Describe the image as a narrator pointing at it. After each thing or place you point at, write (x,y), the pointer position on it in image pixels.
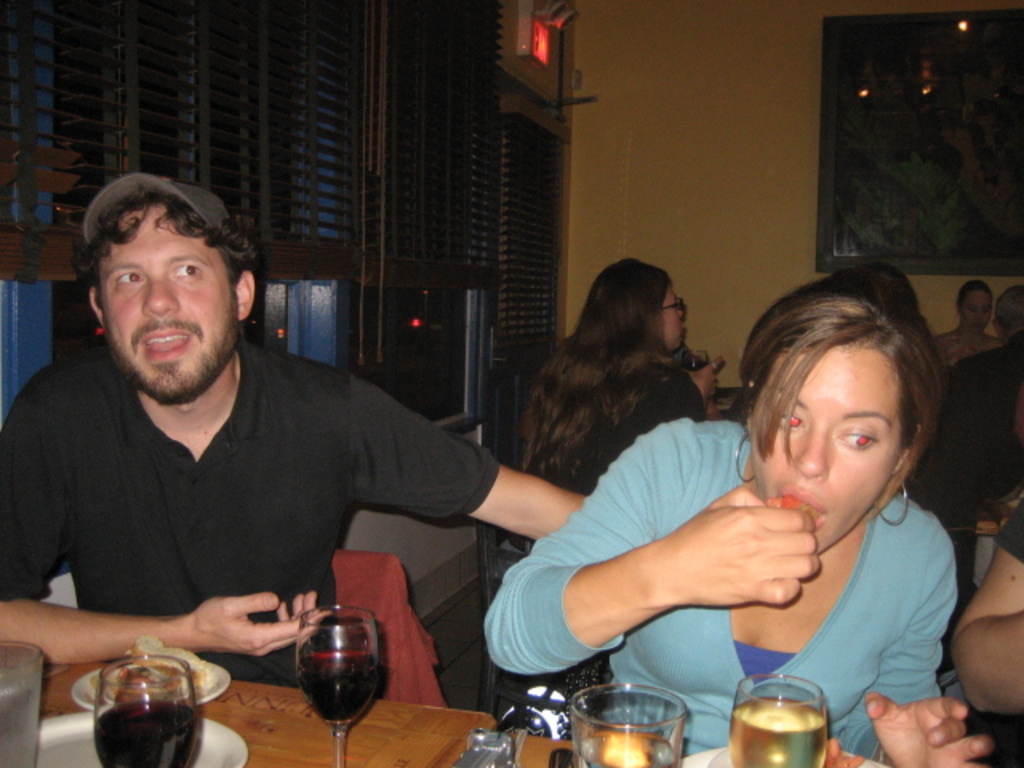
In the image in the center (443,474) we can see two people (683,508) were sitting on the chair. In front of them, there is a table (392,743). On the table (384,727), we can see wine glasses (765,748), plates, some food items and few other objects (646,713). In the background (533,205) there is a wall (793,233), window blinds (82,185) and few people (652,369) were sitting on the chair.
